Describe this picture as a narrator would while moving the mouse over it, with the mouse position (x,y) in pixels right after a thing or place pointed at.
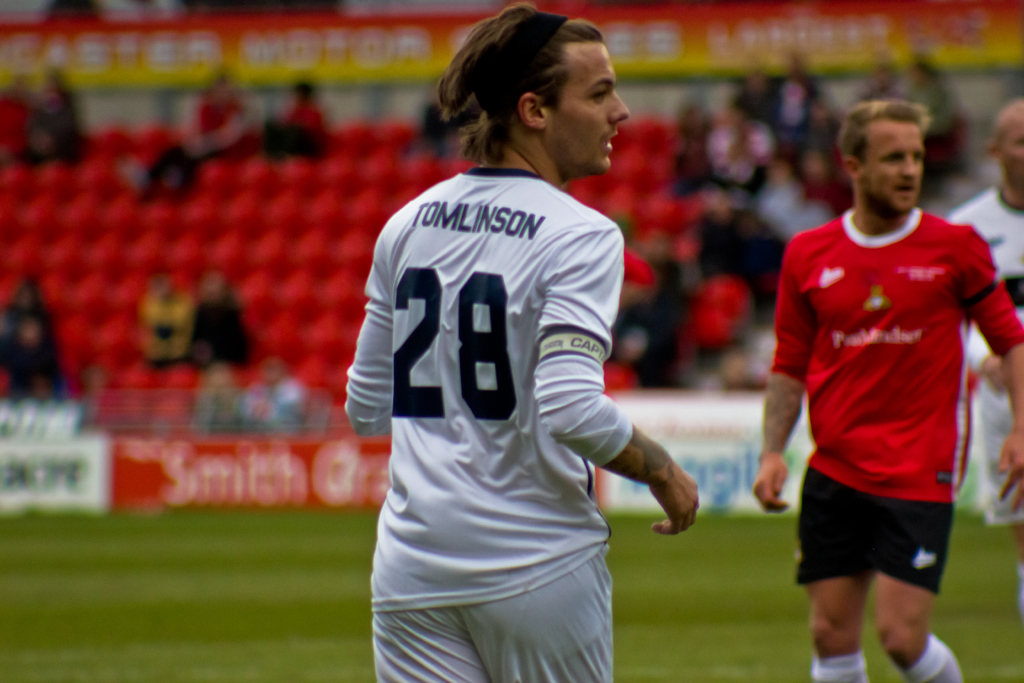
In this image we can see sportspeople (971,257). In the background (351,258) there are bleachers (354,212) and we can see people (806,149) sitting. There are boards (295,496).
